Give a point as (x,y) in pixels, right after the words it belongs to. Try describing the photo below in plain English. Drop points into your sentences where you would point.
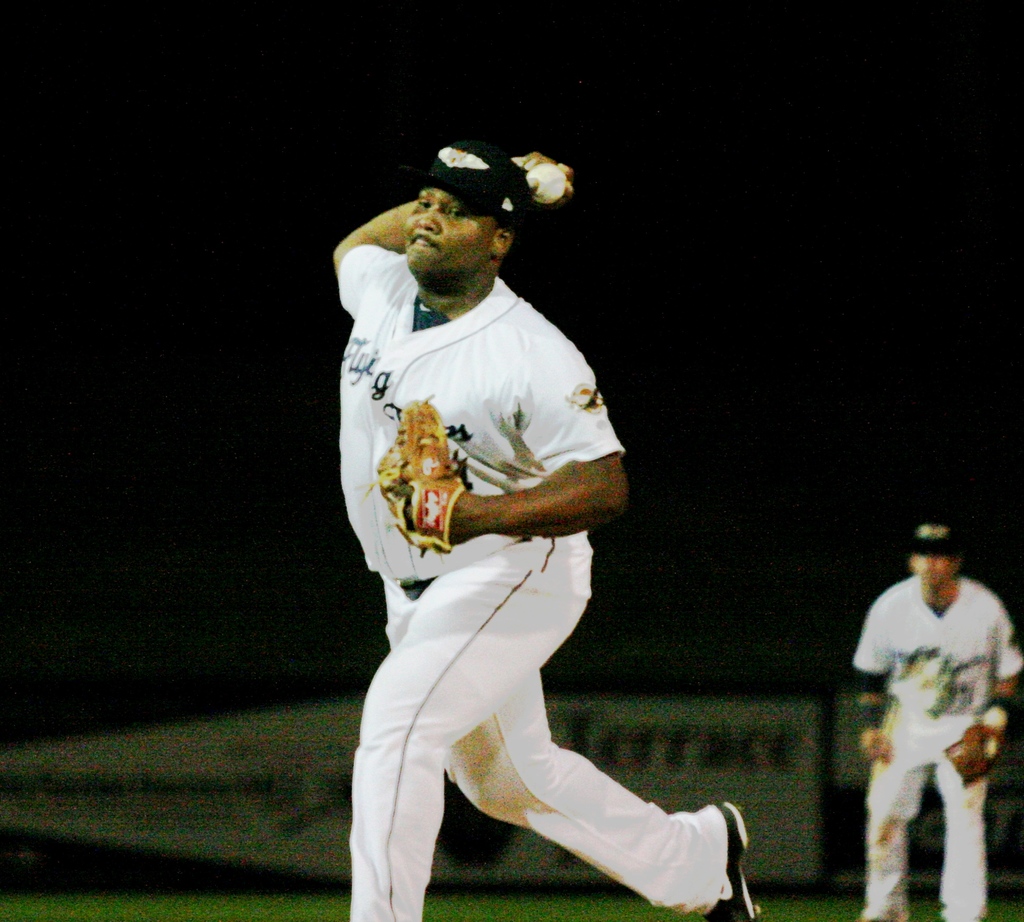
There is a person (361,316) wearing cap (513,180) and gloves (411,477) is holding a ball (531,174). In the back (862,694) there is another person (865,672). In the background (279,302) it is dark.
